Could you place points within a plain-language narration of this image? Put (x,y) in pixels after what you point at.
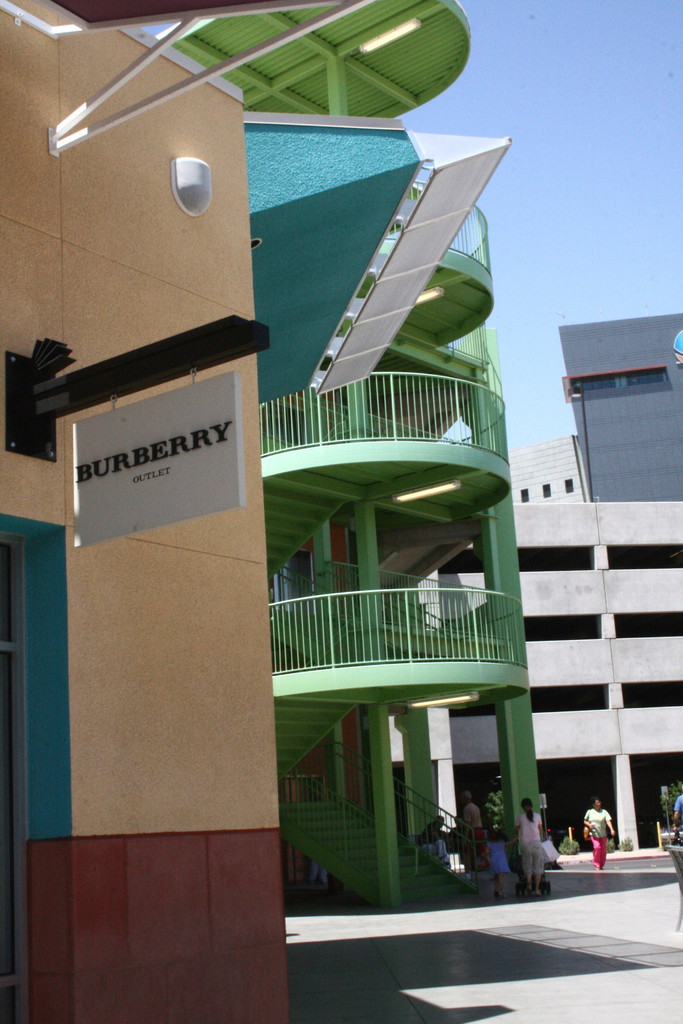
In this image I can see the ground (637,871), number of people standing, few stairs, the railing (343,798), a white colored board (207,506) and few buildings (575,514). In the background (623,152) I can see the sky (547,198).
